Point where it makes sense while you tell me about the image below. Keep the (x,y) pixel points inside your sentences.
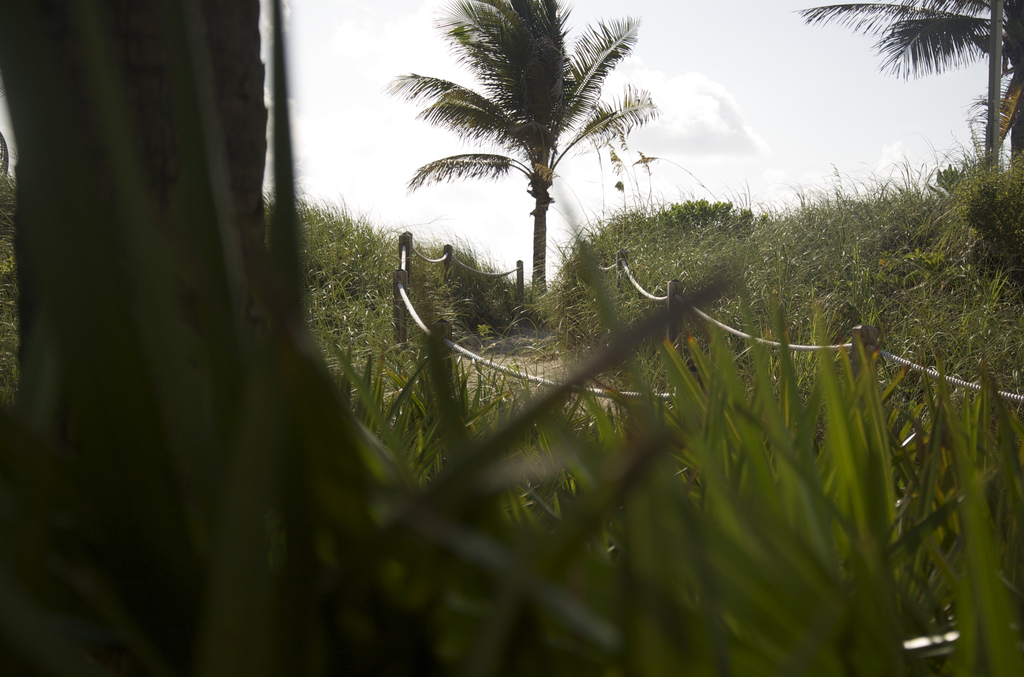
In the center of the image (565,334) we can see fencing (658,394), ground (527,344) and some plants (728,399), trees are present. At the top of the image (751,88) clouds (737,118) are present in the sky (734,123).
